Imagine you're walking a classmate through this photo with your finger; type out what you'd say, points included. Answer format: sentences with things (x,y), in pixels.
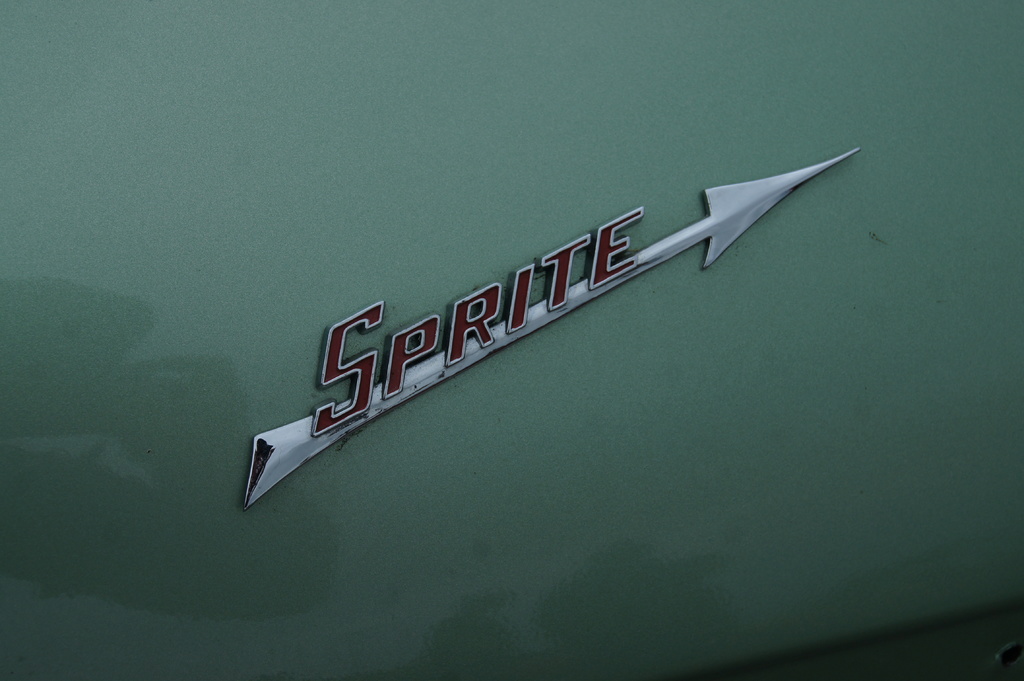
In this image, we can see some text (333,416) on an object (344,185).
